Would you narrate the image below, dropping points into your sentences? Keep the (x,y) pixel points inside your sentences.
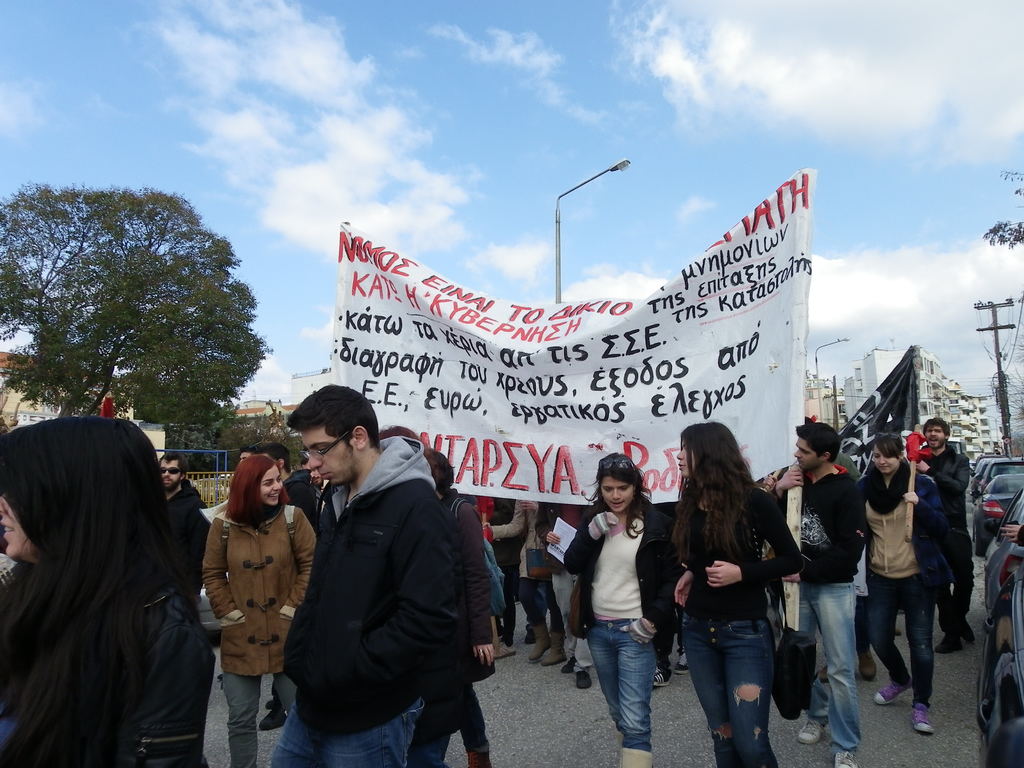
In the center of the image (407,511) we can see a few people (383,577) are standing and they are in different costumes (589,556). Among them, we can see a few people (511,594) are holding banners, one person (264,612) is smiling and a few people (558,568) are holding some objects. On the banners (561,499), we can see some text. On the right side of the image (1010,666) we can see a human hand (1015,528) and a few vehicles (1014,560). In the background (747,58), we can see the sky (579,106), clouds (731,56), buildings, trees (25,297), poles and a few other objects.
